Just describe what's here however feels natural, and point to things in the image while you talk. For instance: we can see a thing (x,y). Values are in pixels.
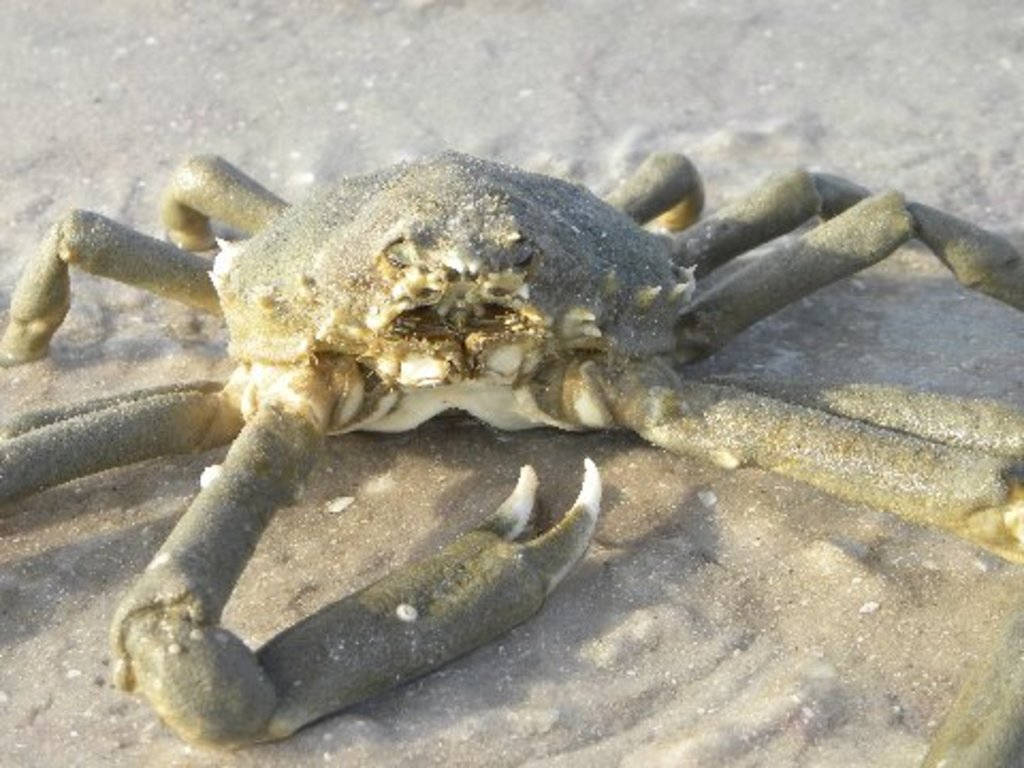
In this image we can see a crab (190,384) on the ground (39,558).
